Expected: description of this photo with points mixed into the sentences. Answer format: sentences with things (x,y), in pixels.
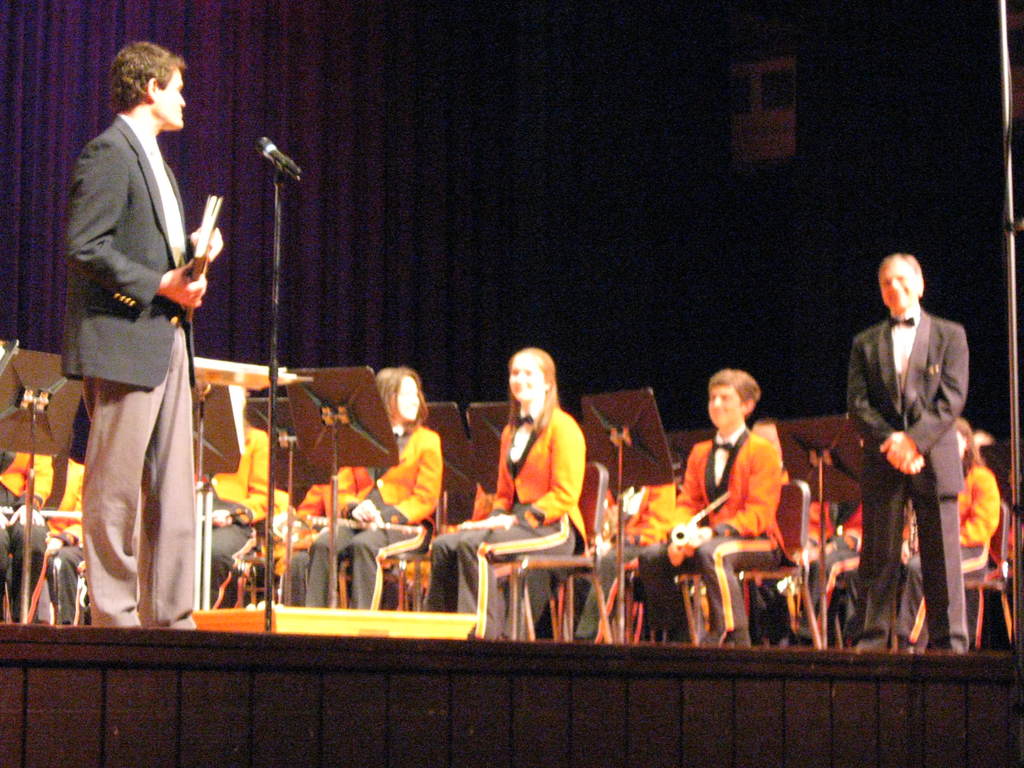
In this picture we can see the group of boys and girls (385,487) sitting on the chairs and looking to the man (106,213) wearing black suit (156,274), standing near the microphone (266,153). Behind there is a huge curtain (451,214).
